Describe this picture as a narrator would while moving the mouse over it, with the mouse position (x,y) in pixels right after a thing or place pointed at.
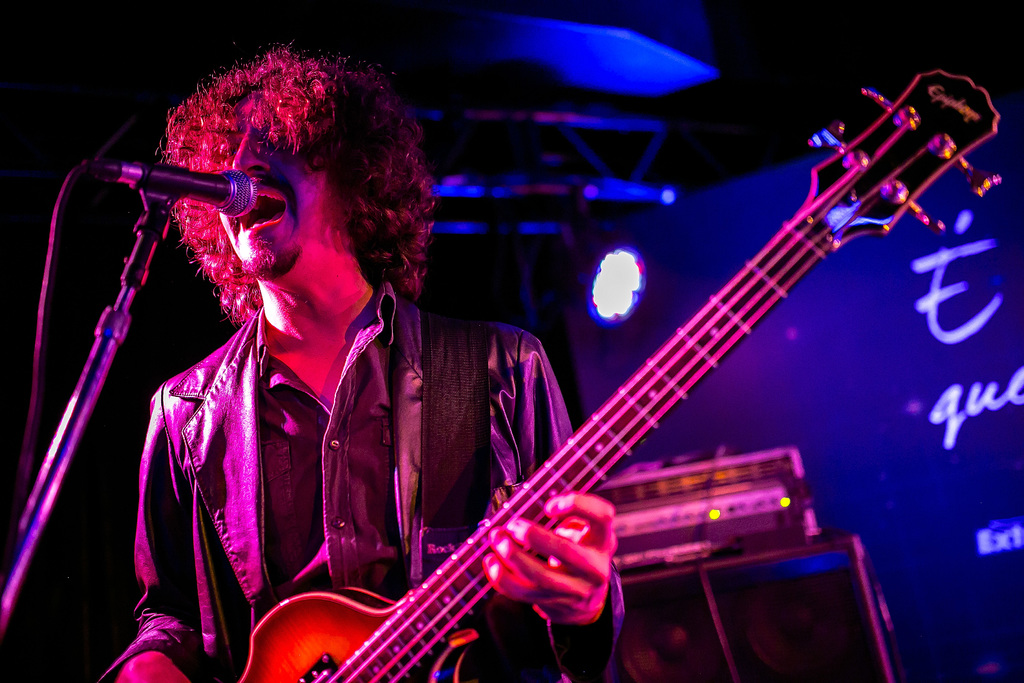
In the center of the image (497,446) there is a person (337,500) holding a guitar (832,198). There is a mic (215,172). In the background of the image (857,474) there is a banner (931,195).
